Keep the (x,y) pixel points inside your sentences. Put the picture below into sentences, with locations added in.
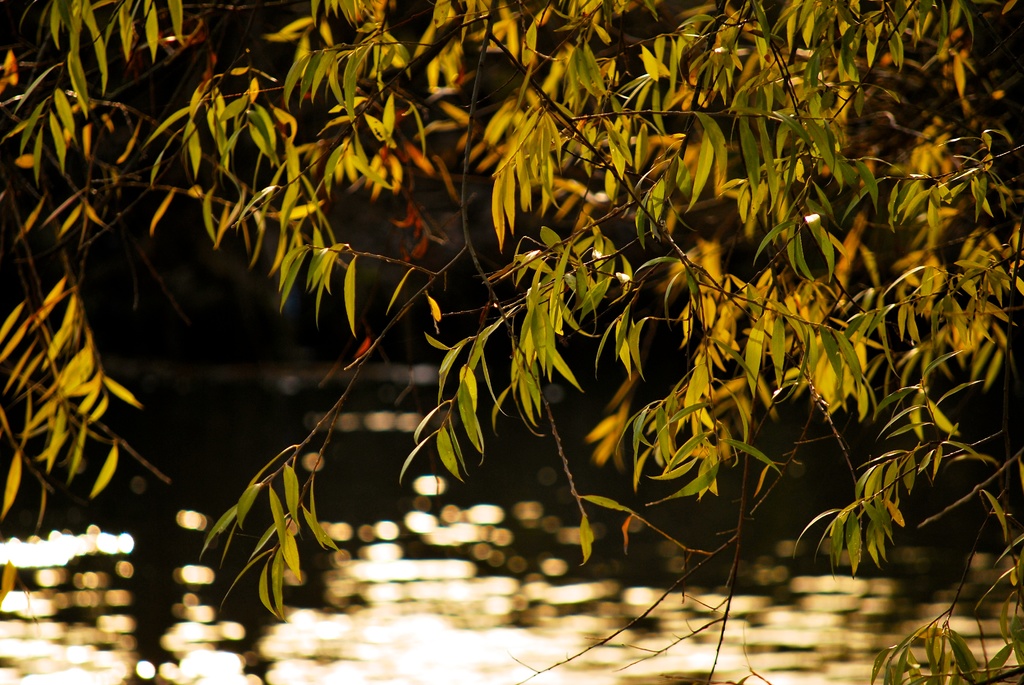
In this image, we can see green leaves (676,410) and there is water (480,527).
